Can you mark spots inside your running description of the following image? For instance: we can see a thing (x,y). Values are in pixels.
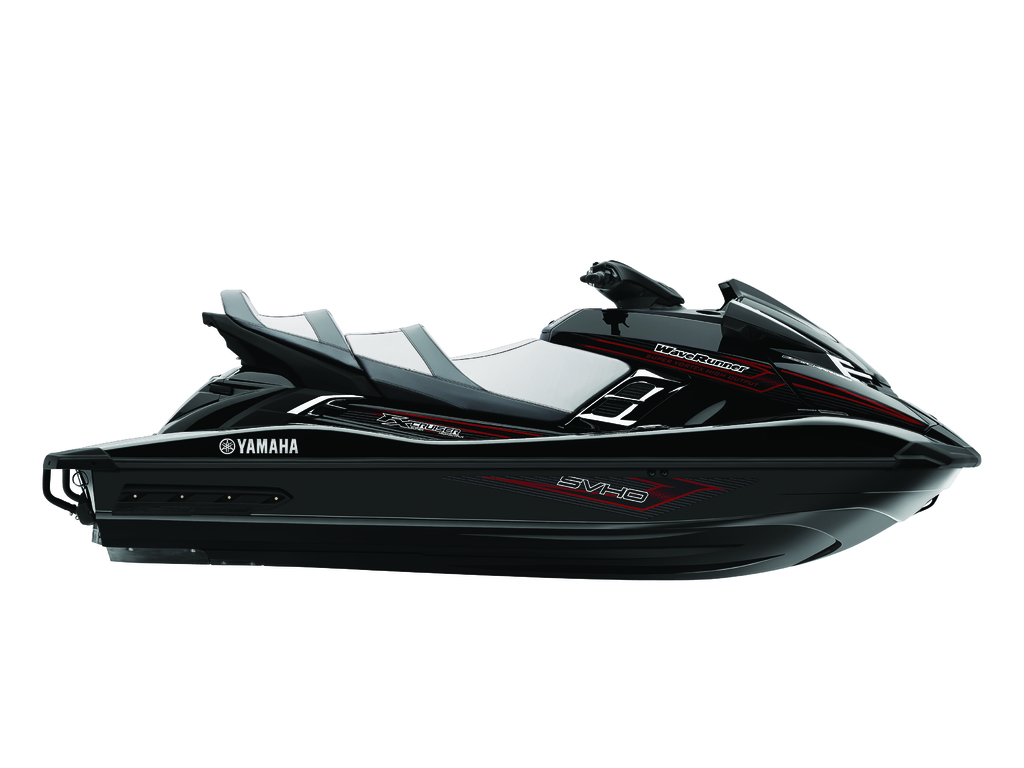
In this image, we can see black motor jet ski (516,457). Here we can see some text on it.
